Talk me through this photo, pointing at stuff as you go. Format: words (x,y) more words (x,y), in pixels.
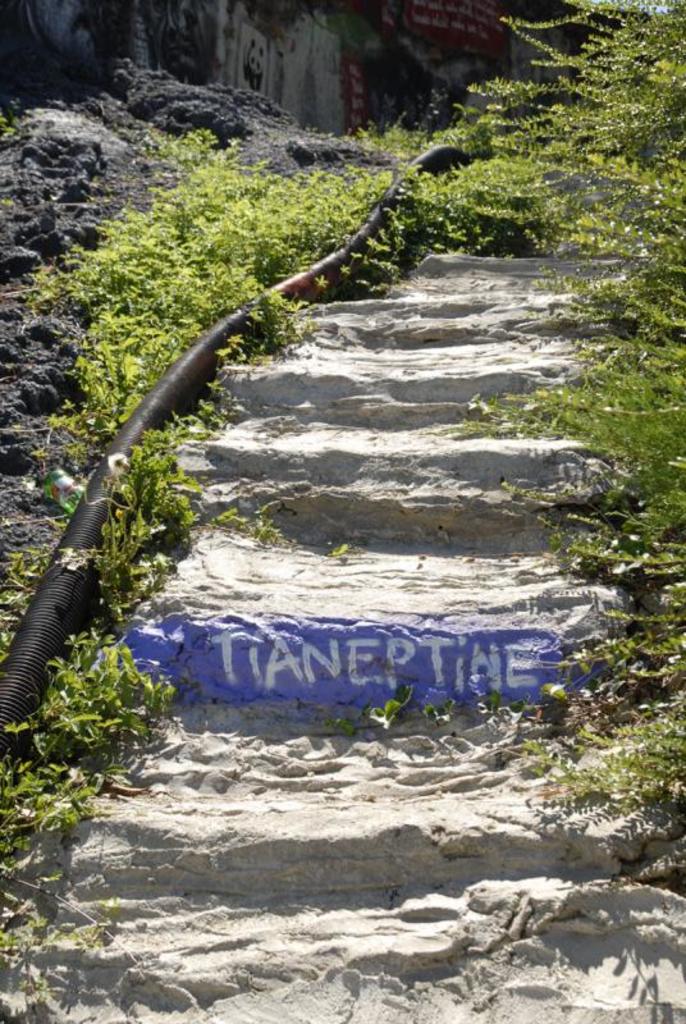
In the picture I can see plants (176,358), steps (371,590) and a black color pipe (170,381).
